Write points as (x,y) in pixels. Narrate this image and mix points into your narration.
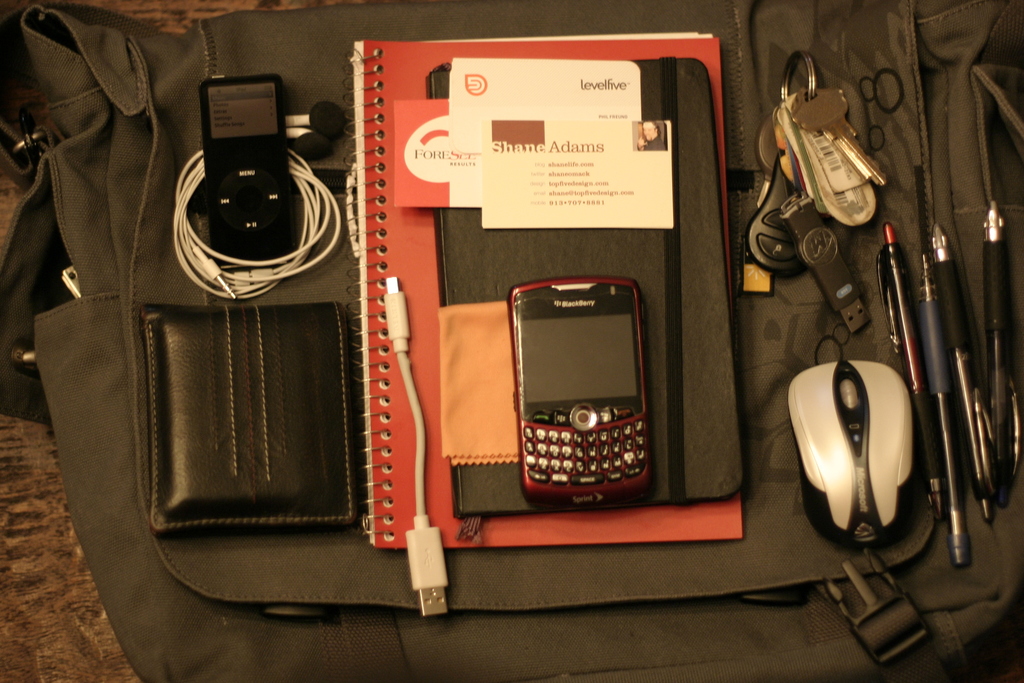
In this image there is a table (64,594) on that table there is a bag (845,21), on that bag (845,34) there is a book (711,428), mobile (575,321), wallet (341,338), earphones (209,276), keys (837,149), mouse (886,447) and pens (958,510).
